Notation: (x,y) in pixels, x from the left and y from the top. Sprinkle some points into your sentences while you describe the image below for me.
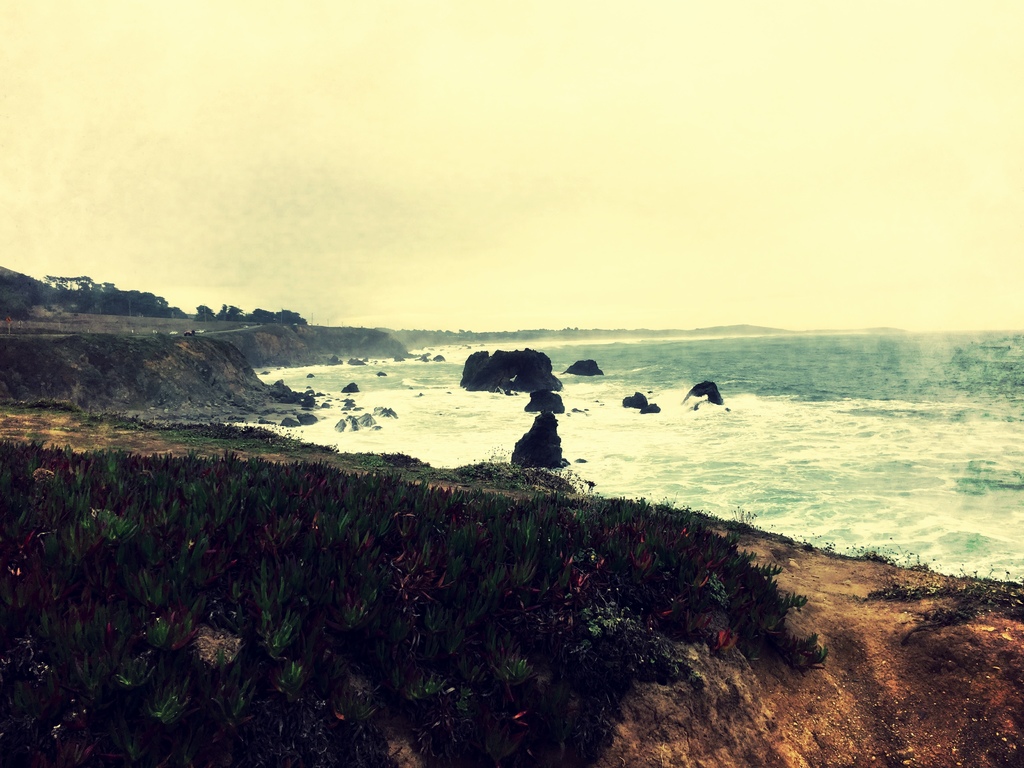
This is the picture of the sea (990,501) and there are some rocks (544,394). In this image we can see some plants (658,649) on the surface (228,335) and in the background (5,306), there are some trees (581,331).
